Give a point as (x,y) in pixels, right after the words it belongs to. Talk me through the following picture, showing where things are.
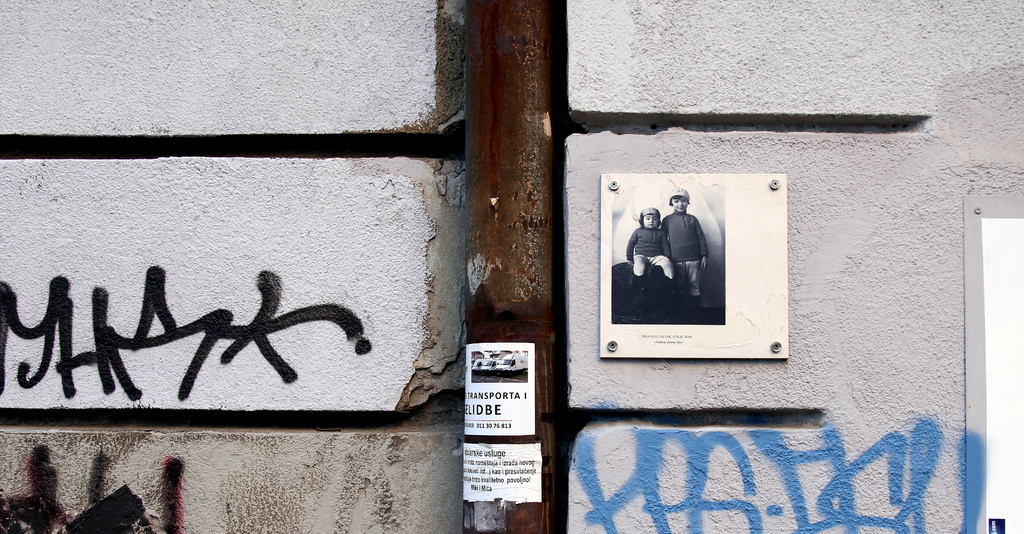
In this image we can see, there is a wall (801,358) and a photo (777,227) is on the wall (722,138), we can see pole (545,433), poster (483,430).
